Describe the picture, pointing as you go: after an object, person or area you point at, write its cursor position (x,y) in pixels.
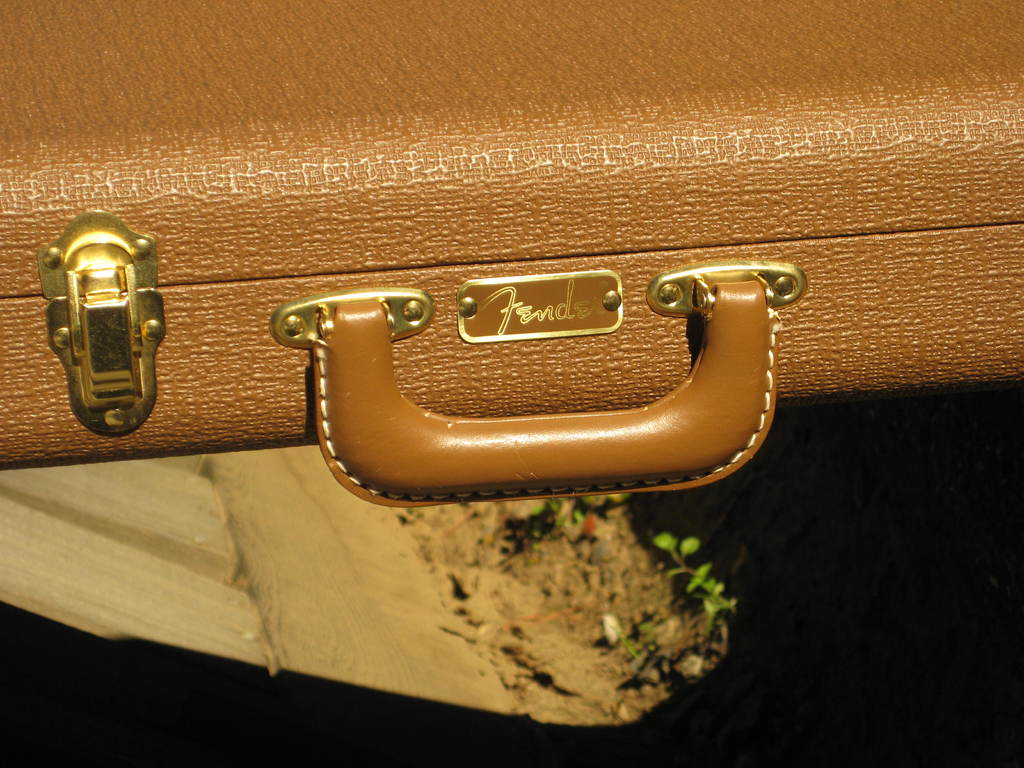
I can see in this image a suitcase (558,267) of a brown color with a handle (403,461) on it.
